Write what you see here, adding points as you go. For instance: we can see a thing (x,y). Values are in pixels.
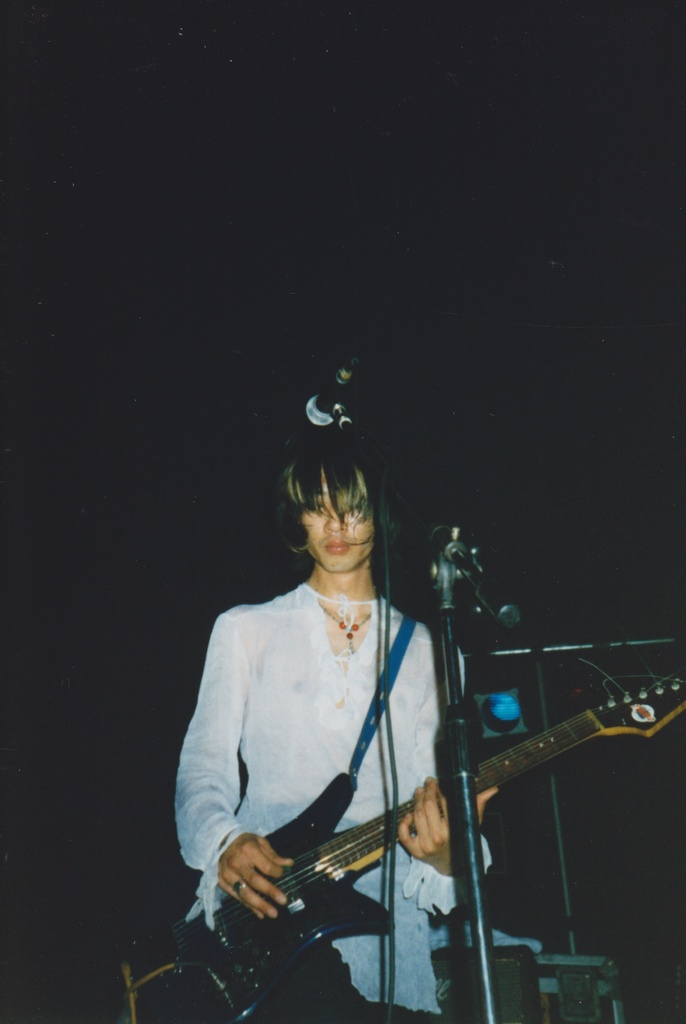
In this image I can see the person (260,722) is wearing the white color dress (247,673) and holding the guitar (249,945). The person (257,902) is standing in-front of the mic (477,868). And there is a black background (216,256).
